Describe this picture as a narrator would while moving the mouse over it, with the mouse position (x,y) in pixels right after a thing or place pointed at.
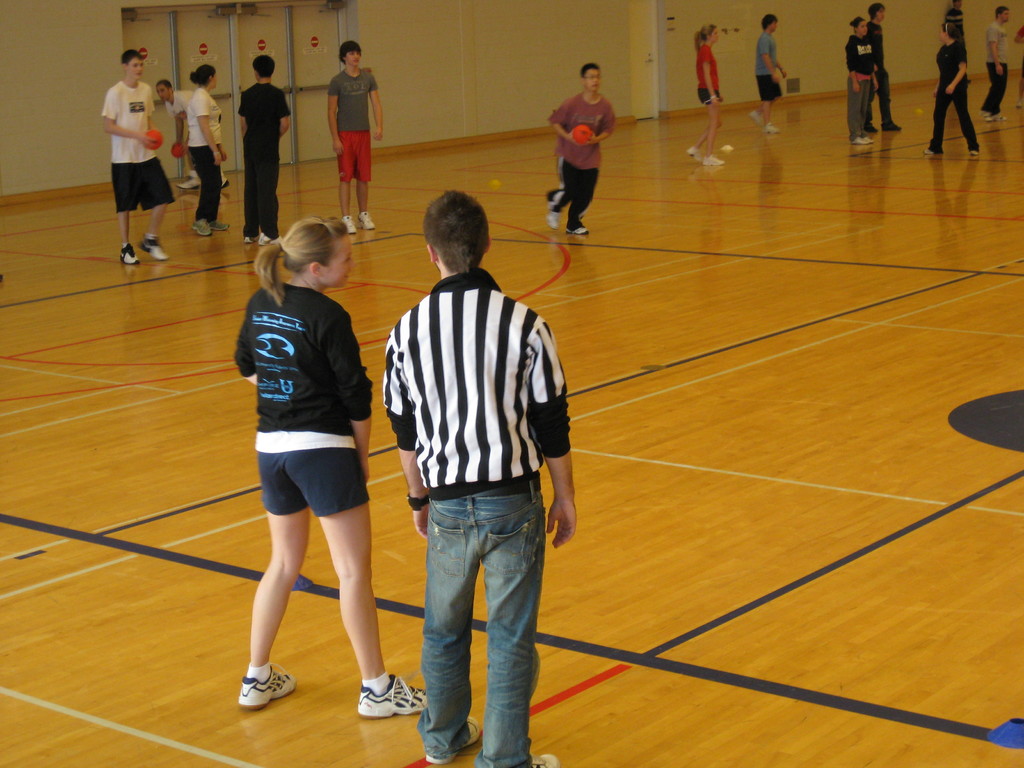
In this image we can see people (199,116) playing a game and some of them are holding balls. In the background (414,61) there is a wall (414,56).
